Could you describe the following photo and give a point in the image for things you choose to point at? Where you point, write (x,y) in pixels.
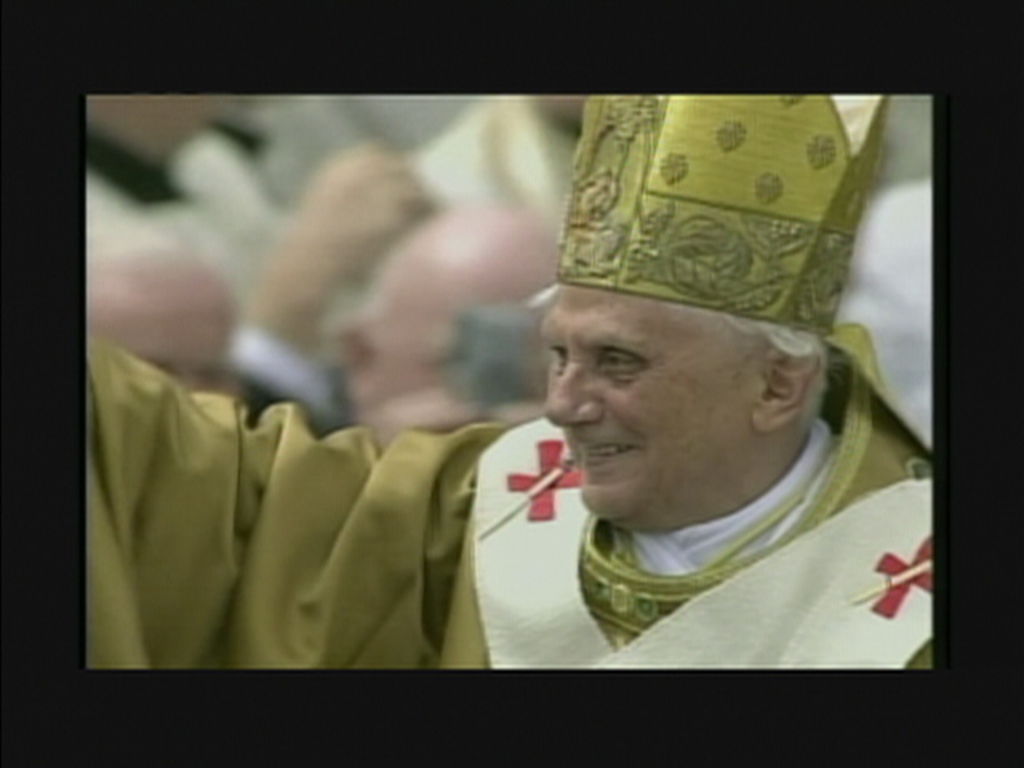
This is an edited image. I can see a man (385,540) smiling. The background (442,144) looks blurry.
